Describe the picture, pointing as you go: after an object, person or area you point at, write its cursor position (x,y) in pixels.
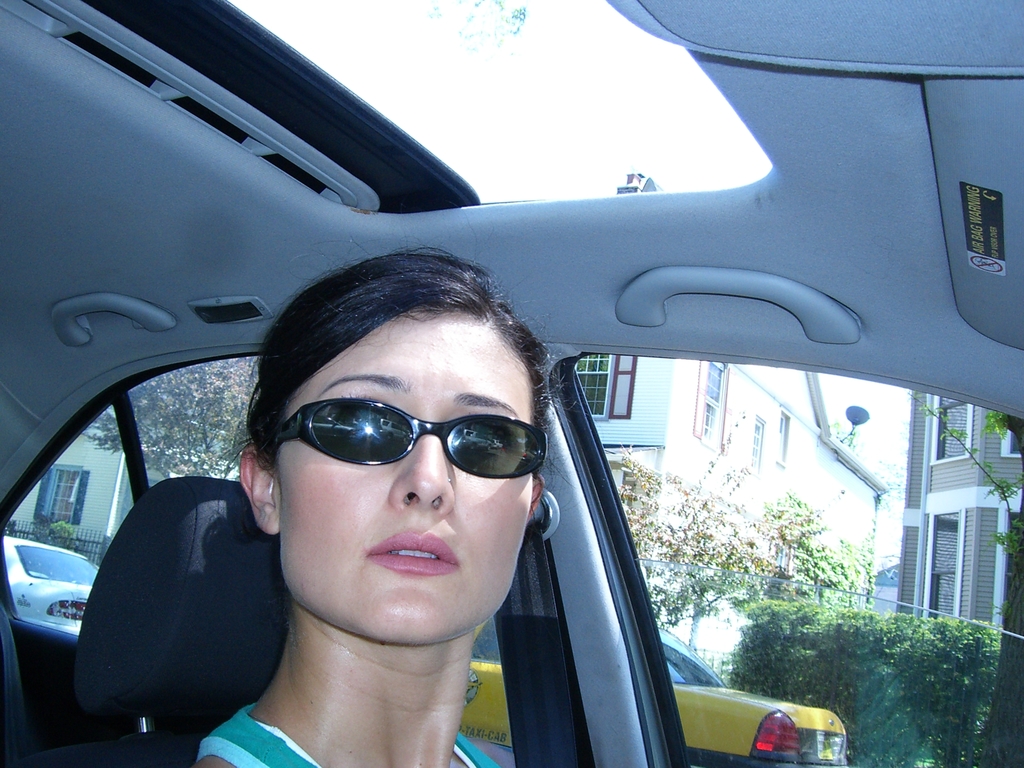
A lady (383,502) wearing a goggles (390,454) is sitting inside a car (211,610). There are handles (778,294), and opening (522,117) in this car (808,222). Outside of this car (675,759) there are other vehicles (72,586), buildings (772,468), trees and bushes (900,668).
